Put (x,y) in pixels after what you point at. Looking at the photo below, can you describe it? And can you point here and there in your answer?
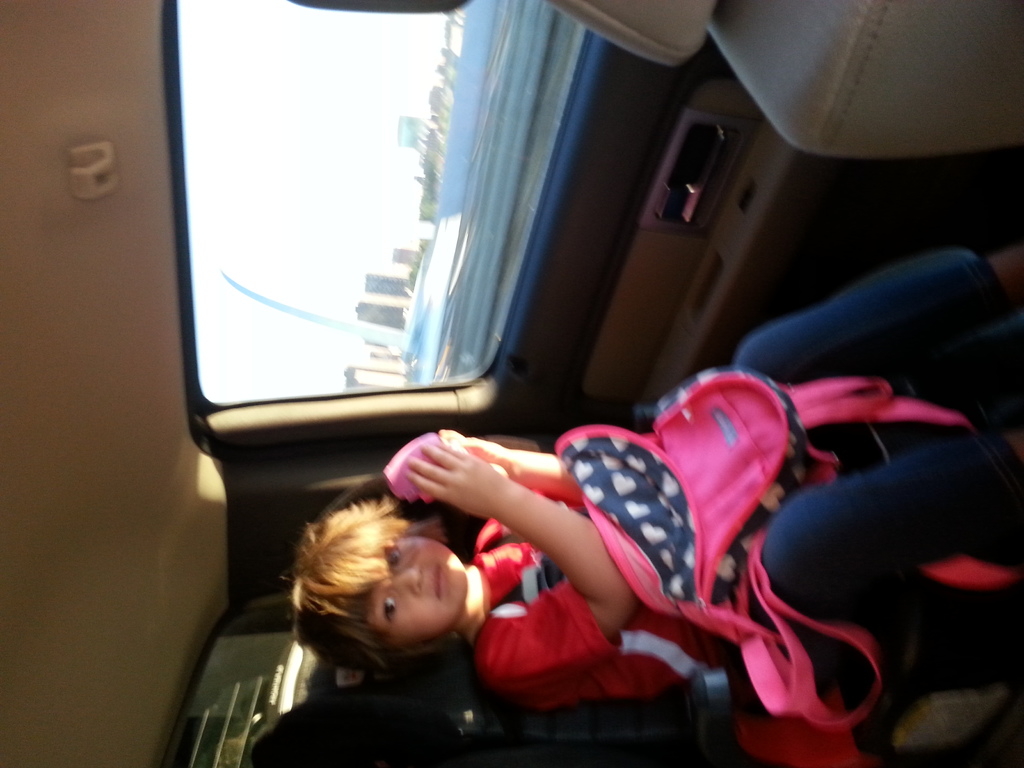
The girl (350,540) at the bottom of the picture (591,626) wearing red t-shirt (552,628) is holding a pink color box (395,475) in her hands (483,497) and she is sitting in the car (327,469). We even see a pink and blue color bag (700,515) on her laps (840,519). Beside her, we see a window (404,254) from which we can see trees (423,205) and buildings (418,125) and we even see the sky (244,181). This picture is clicked inside the car (316,510).
